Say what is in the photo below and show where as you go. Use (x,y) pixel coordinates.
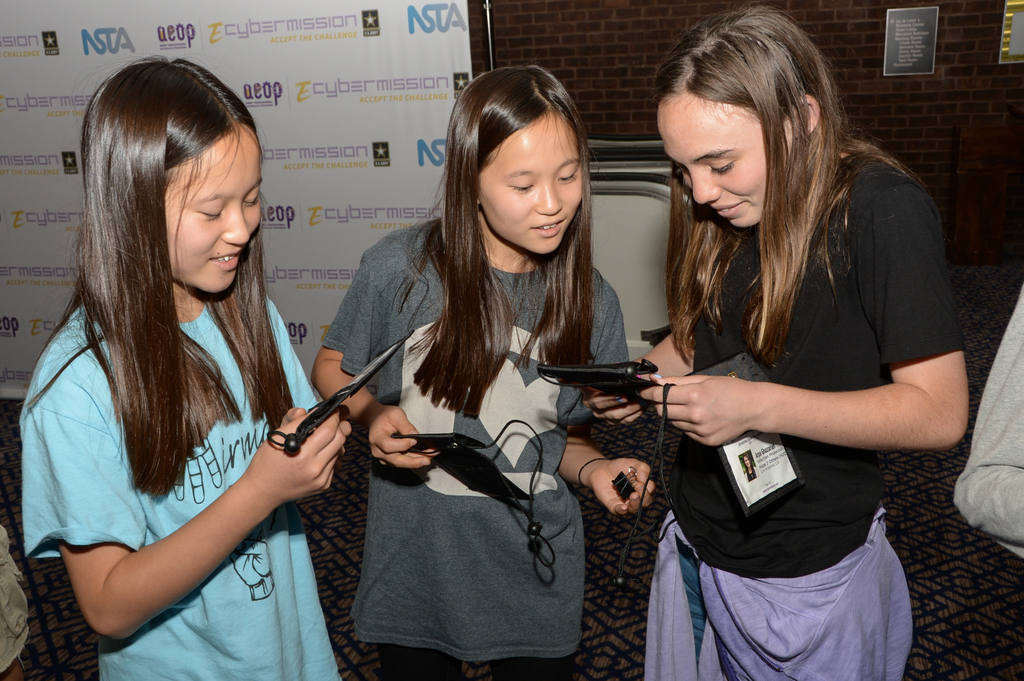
In this picture we can see few girls (506,462) are standing and holding badge holders (522,501), behind we can see a banner (318,92) to the wall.
